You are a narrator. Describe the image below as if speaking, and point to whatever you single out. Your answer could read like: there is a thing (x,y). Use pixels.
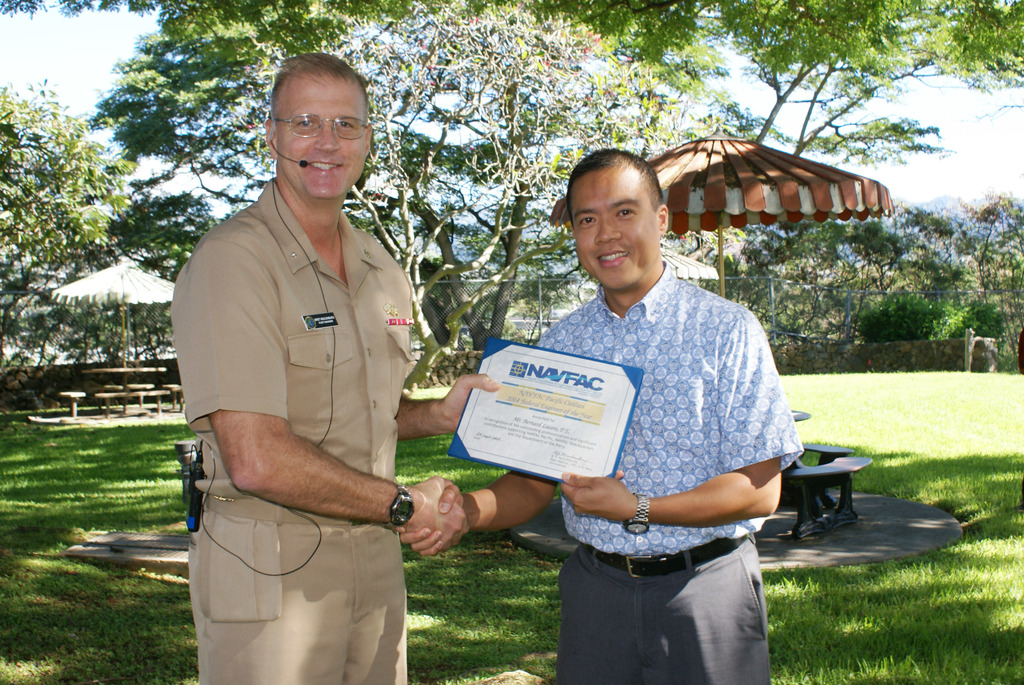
In this picture I can see two men (333,446) are standing and shaking their hands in the middle (596,429) and also they are holding the card (540,424), in the background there are trees (424,379), umbrellas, benches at the top (454,107) there is the sky (87,96).
